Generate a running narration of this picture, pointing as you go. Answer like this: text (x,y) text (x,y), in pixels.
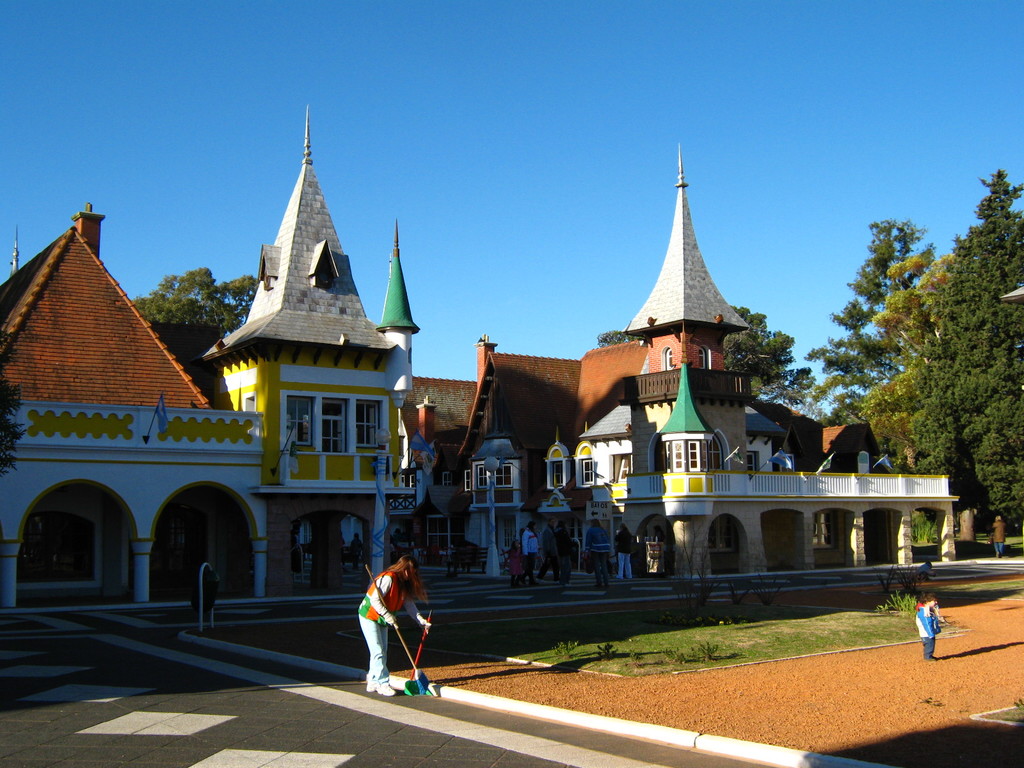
In this picture there are buildings (337,573) and trees (940,406). In the foreground (400,584) there is a woman (366,637) standing and holding the objects (419,682) and there is a boy (919,634) standing. At the back (578,532) there are group of people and there are flags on the buildings (480,434). At the top (410,102) there is sky (410,102). At the bottom (232,703) there is a road (319,703) and there is grass (810,650) and ground (905,672).
